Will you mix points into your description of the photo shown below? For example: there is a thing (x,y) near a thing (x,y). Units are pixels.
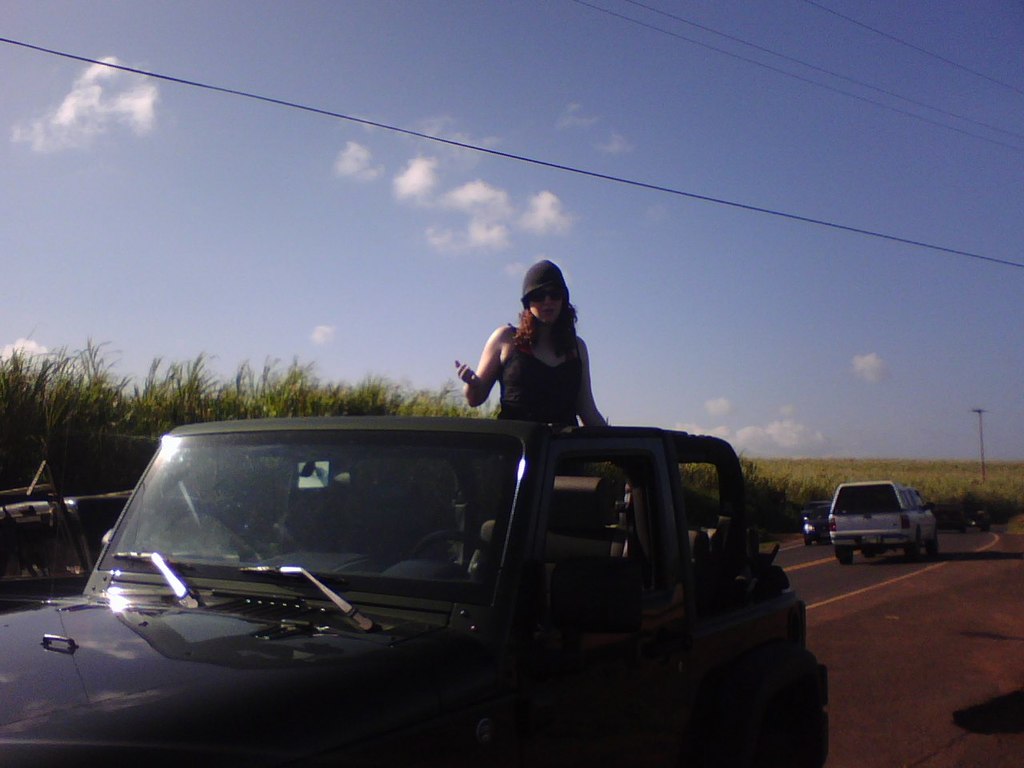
In this image we can see a car (71,721) on the road (867,741) where a woman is standing inside the car (625,452). In the background (757,482) we can see a farm (712,507), two cars (843,487) and a sky (160,124) with clouds (478,219).
